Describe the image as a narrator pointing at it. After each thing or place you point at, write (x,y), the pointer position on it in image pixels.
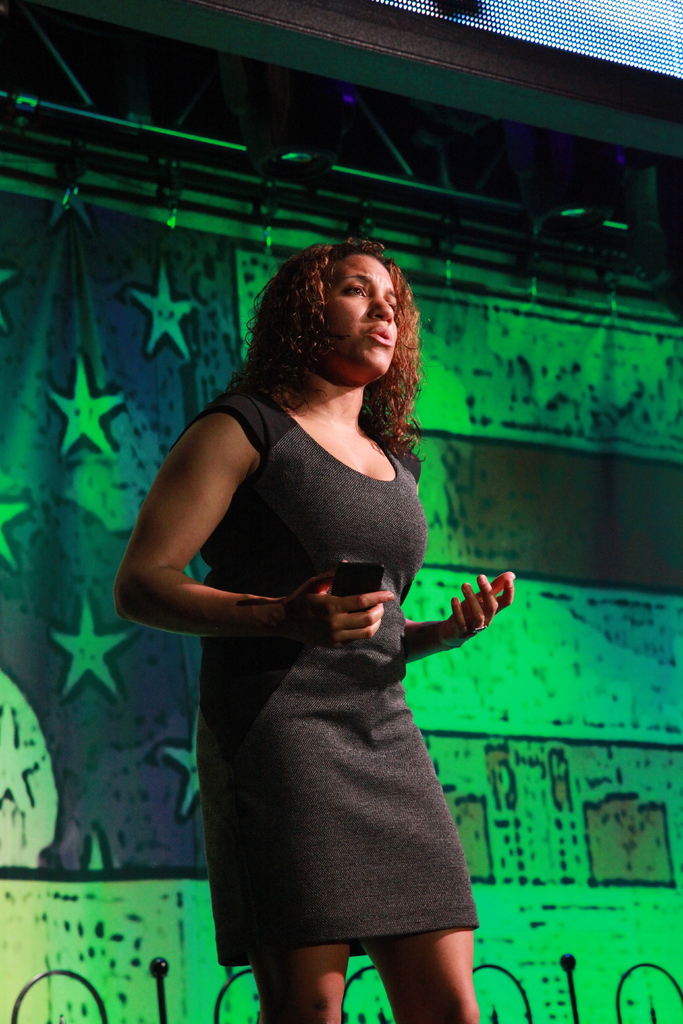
In this picture there is a woman (380,563) standing talking and she is holding the device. At the back (534,320) there is a hoarding (530,927). At the top (619,229) there is a rod (627,231) and there are lights (641,245).
